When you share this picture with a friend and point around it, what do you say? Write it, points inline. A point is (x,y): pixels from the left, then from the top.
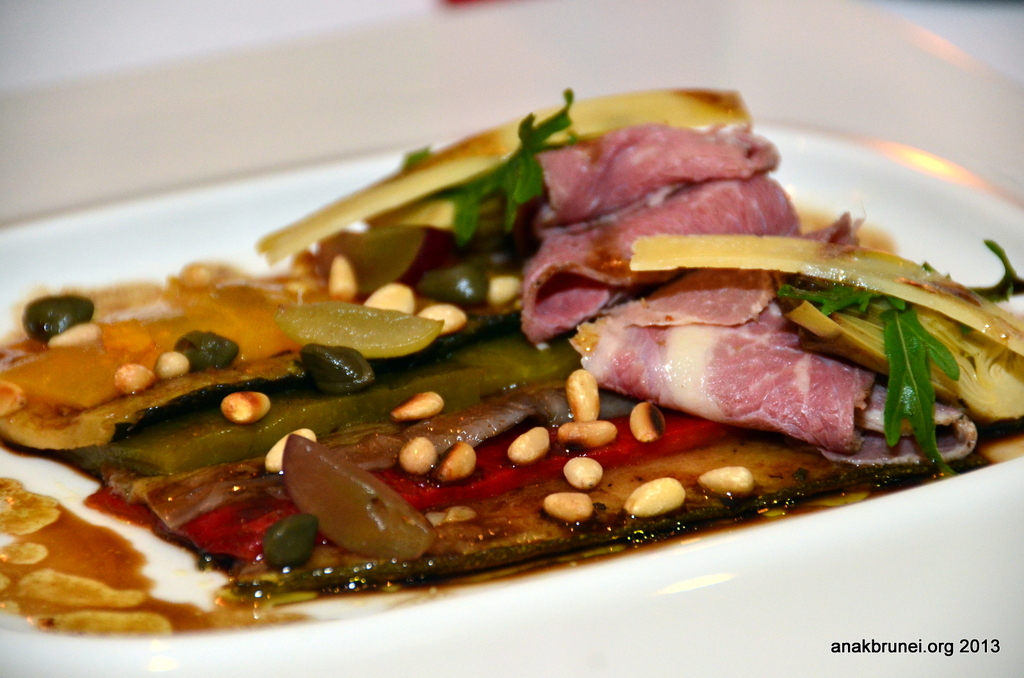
In this picture we can see food (644,284) in the plate (812,206).
